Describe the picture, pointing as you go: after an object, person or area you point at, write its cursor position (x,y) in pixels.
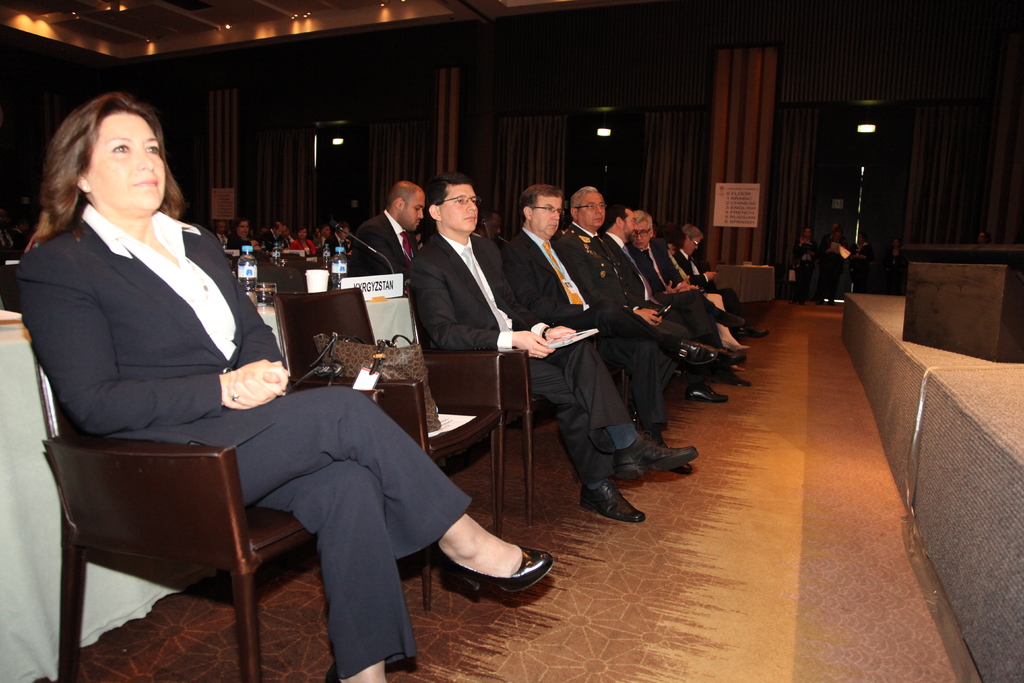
In the image we can see there are people (473,324) who are sitting on chairs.
